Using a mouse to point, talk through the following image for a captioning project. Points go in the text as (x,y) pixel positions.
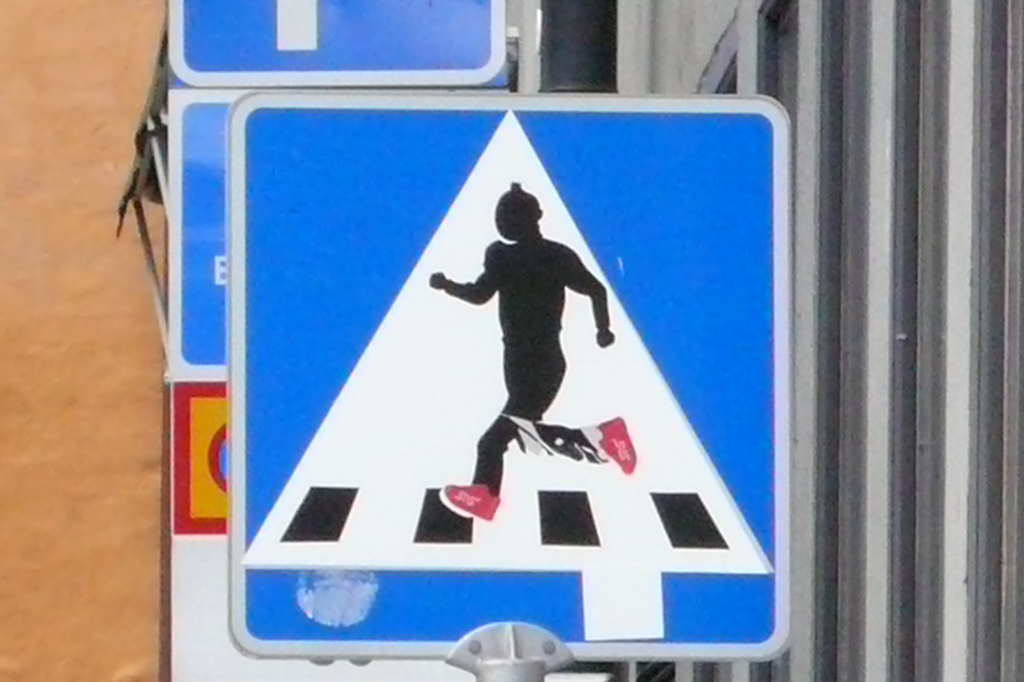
In this picture there is a sign pole (756,231) in the center of the image (349,389).
